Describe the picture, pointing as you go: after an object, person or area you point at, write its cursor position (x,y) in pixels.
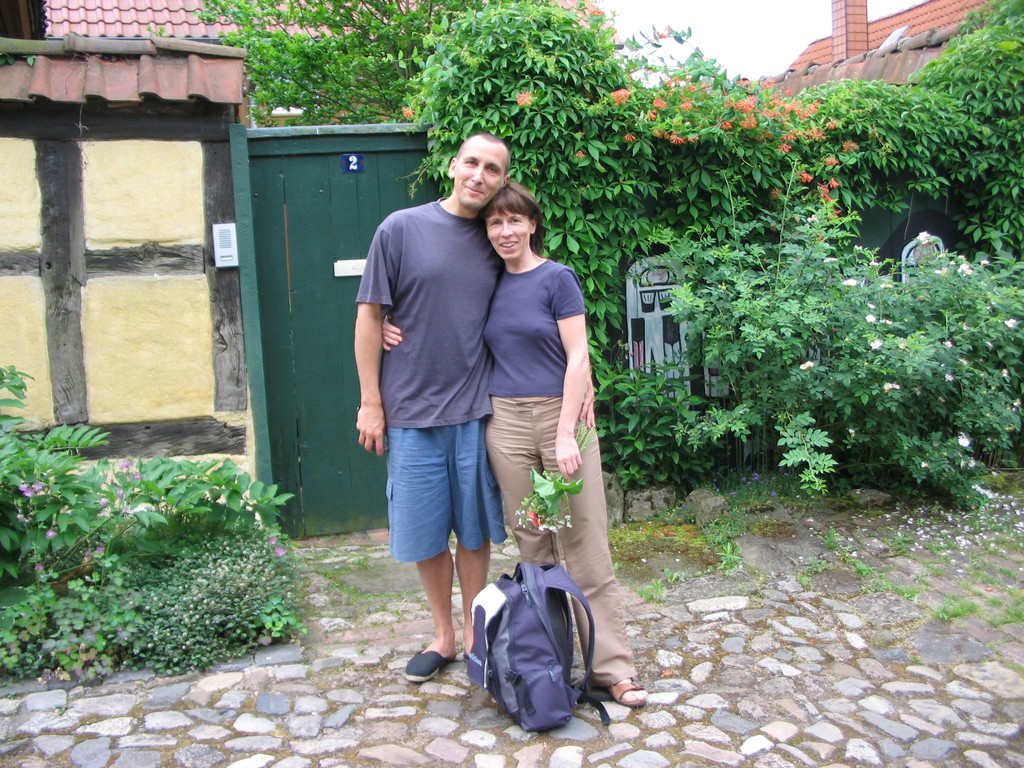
In the foreground of the picture (516,330) I can see a couple (581,348) standing on the floor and there is a smile on their face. I can see a bag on the floor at the bottom of the picture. In the background (396,100), I can see the houses (78,29) and trees (337,84). I can see the flowering plants (160,652) on the left side (205,477) and the right side (959,452).
